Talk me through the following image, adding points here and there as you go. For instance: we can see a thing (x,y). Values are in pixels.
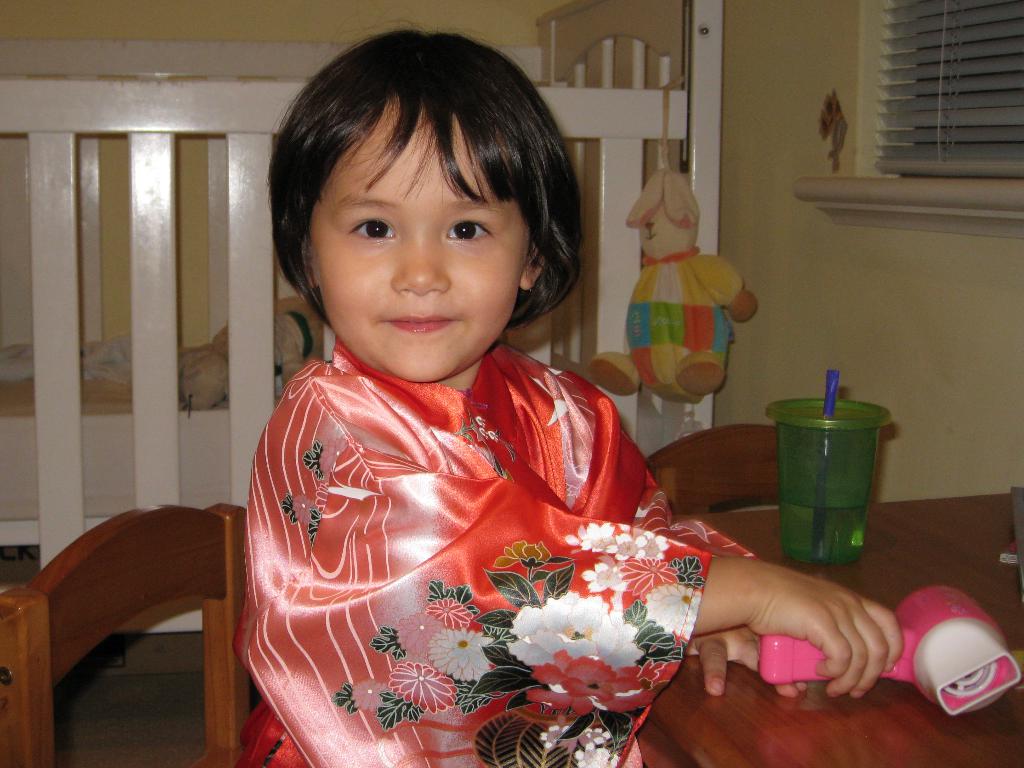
In this image i can see a child (468,306) sitting on a chair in front of a table (870,765), on the table (880,533) i can see a glass (856,467). in the background (868,300) i can see a wall (866,281), a window blind (913,134) and a children bed (173,324).
